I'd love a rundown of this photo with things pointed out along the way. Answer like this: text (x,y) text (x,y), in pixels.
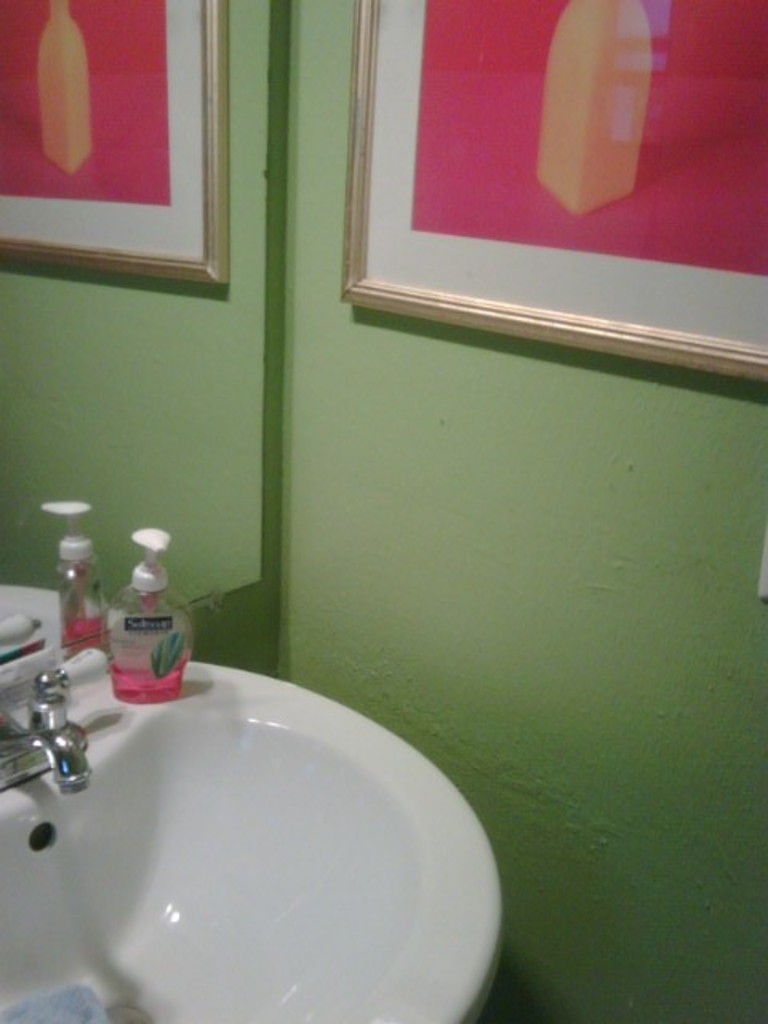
In this image we can see a sink (89,751), tap (29,731), bottle (155,587) and a photo frame (549,142) on the wall (325,344), there is a mirror (146,216), in the mirror (120,134) we can see a reflection (112,85) of a photo frame (112,85).
